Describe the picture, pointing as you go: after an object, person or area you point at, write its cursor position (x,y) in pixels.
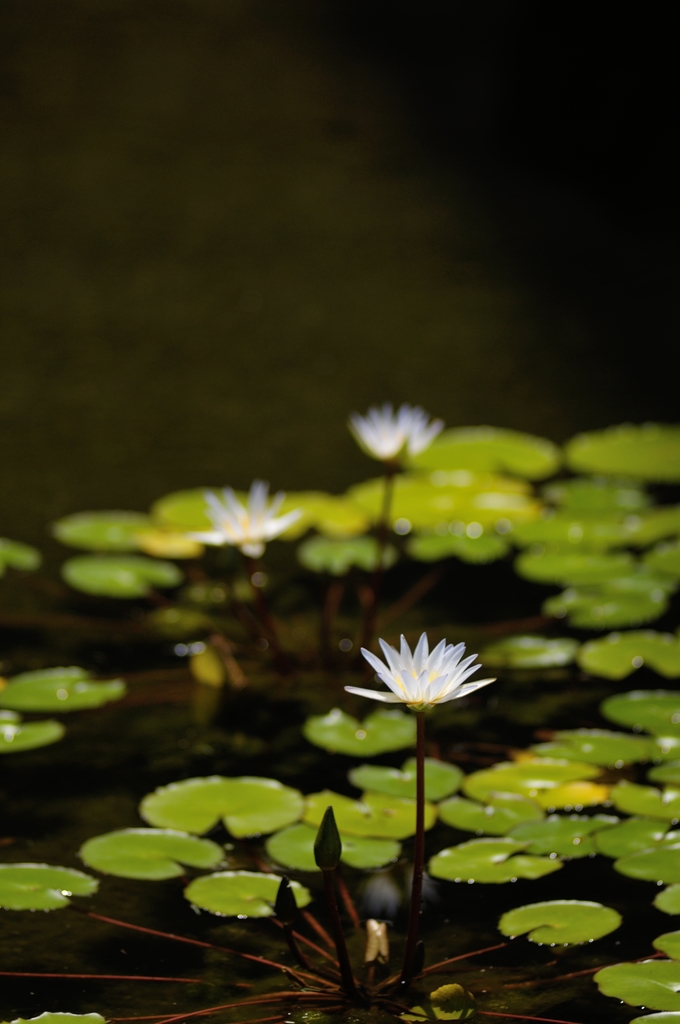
In this image there are leaves (305,520) and flowers (483,685) on the surface of the water (344,702).
